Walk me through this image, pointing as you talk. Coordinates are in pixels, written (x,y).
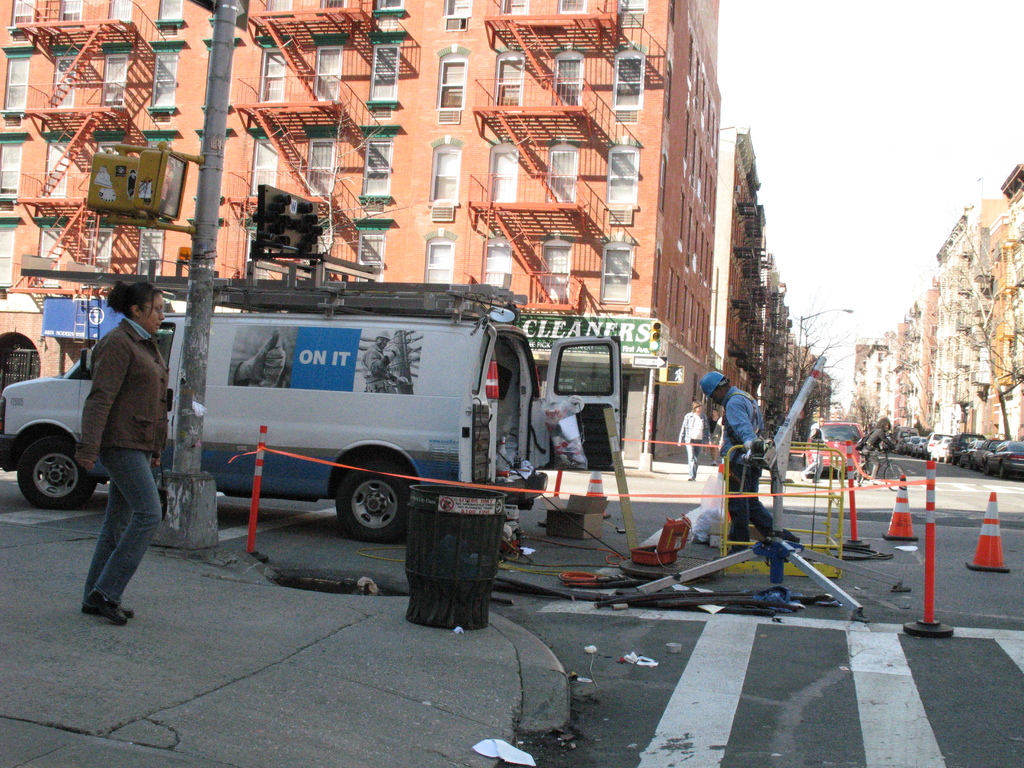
In this image I can see some vehicles (939,450) on the road (847,589). I can see some people (118,410). In the background (694,308), I can see the buildings (928,332).
